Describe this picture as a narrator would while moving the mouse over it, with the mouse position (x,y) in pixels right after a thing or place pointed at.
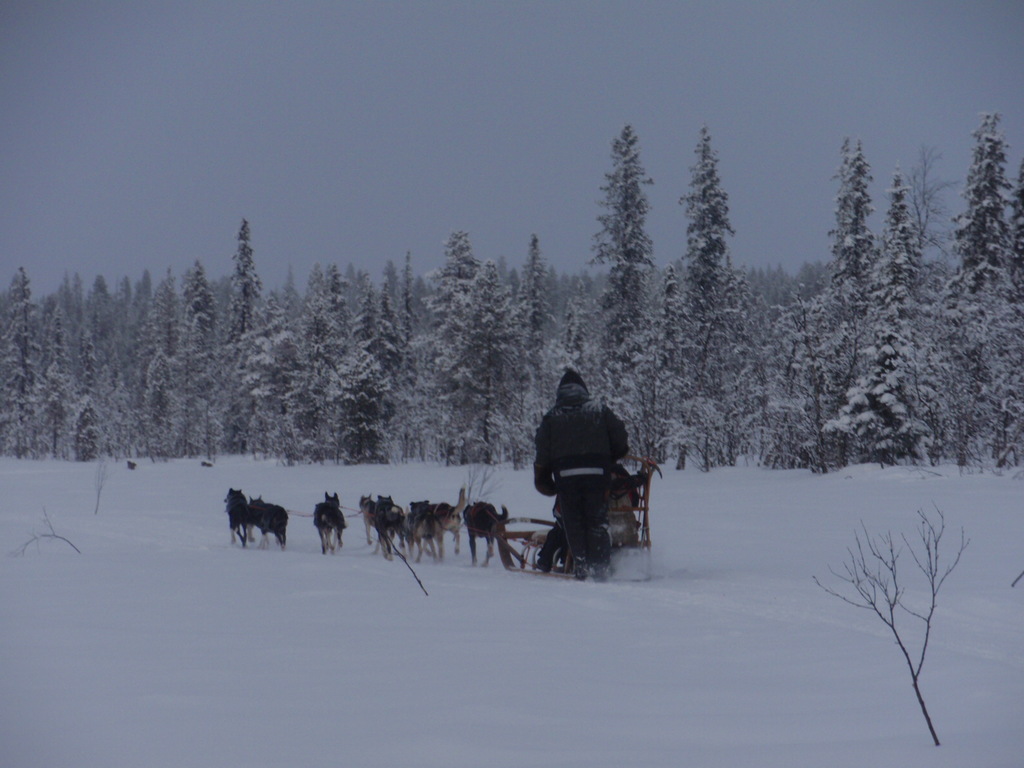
In this picture we can observe some dogs (323,522) pulling the sledge (536,523). There is a person (572,445) on the sledge (530,535). The dogs (433,527) were pulling the sledge (558,558) on the snow (359,610). In the background (268,386) there are some trees (273,369) which were covered with snow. There is a sky (288,139).
